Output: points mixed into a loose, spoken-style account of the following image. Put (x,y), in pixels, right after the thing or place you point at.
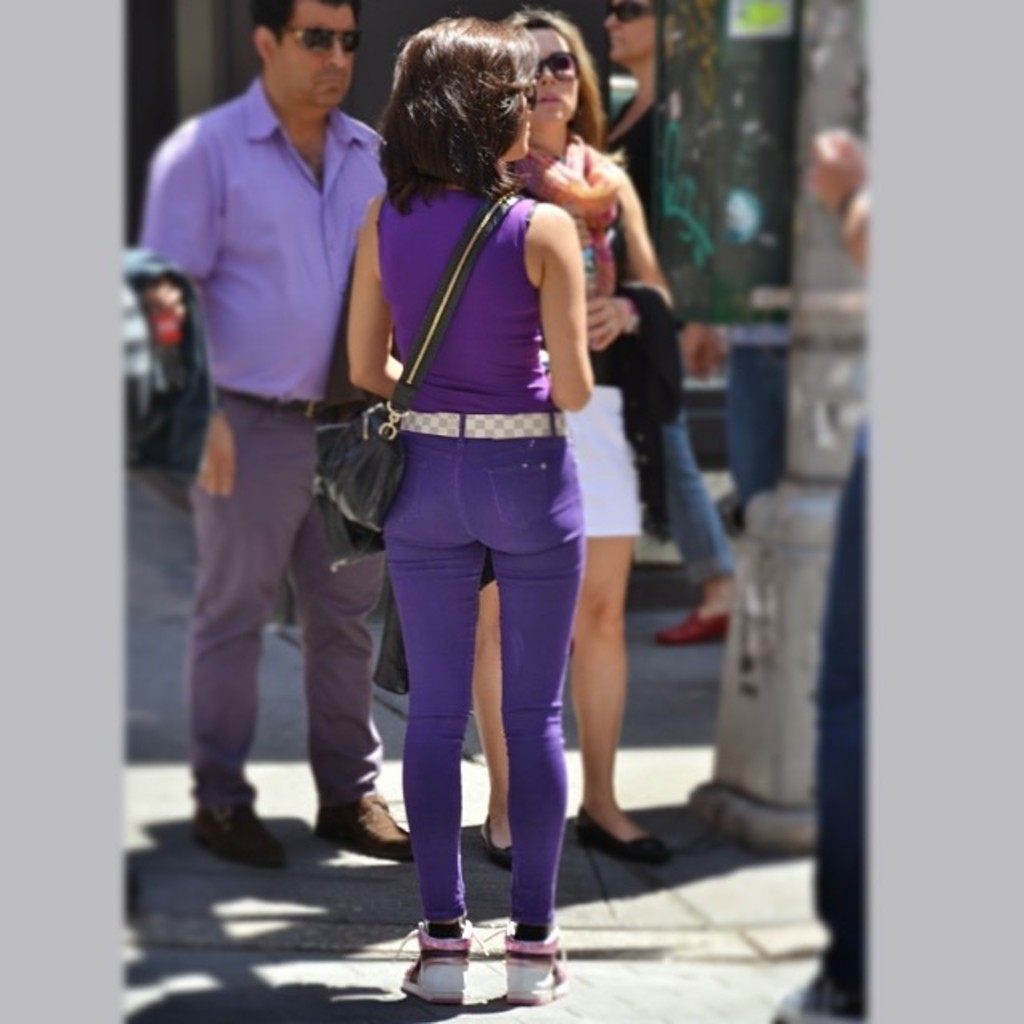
In this picture I can see a woman (412,91) standing, and in the background (308,648) there are few people (328,679) standing and there are some objects (800,73).
